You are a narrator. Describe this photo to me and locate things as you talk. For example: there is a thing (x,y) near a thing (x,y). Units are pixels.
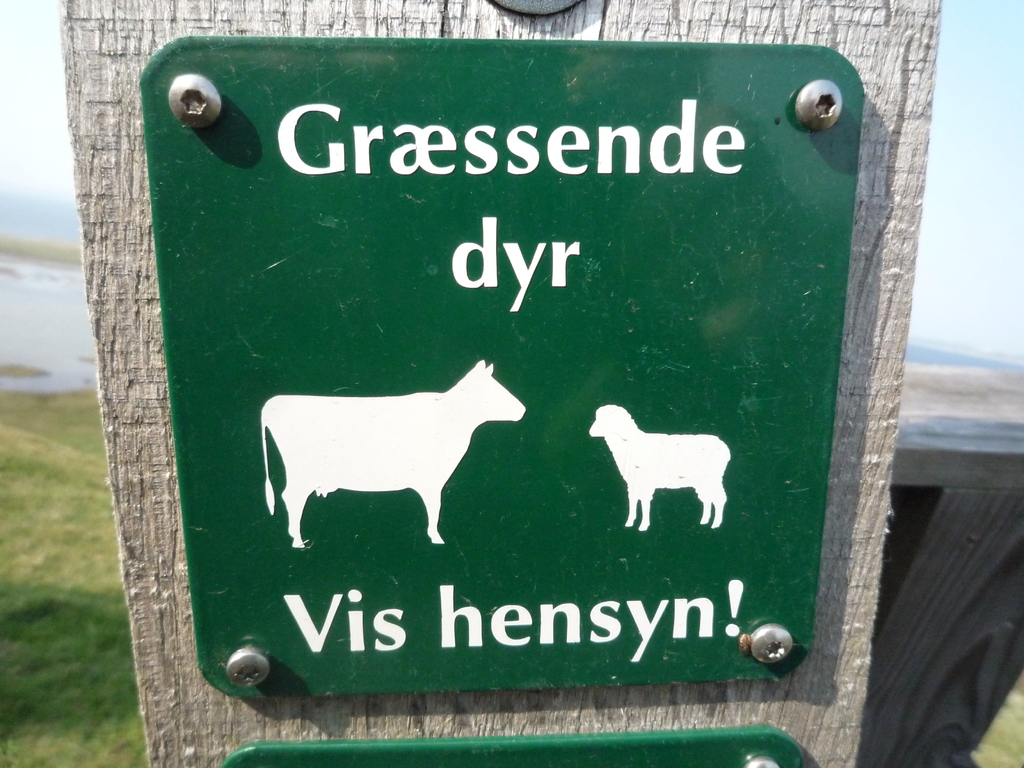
In the background (962,236) we can see sky (20,116) and grass (32,726). We can see green boards (407,433), there are depictions of animals (672,466) and there is something written on the board (523,486).
